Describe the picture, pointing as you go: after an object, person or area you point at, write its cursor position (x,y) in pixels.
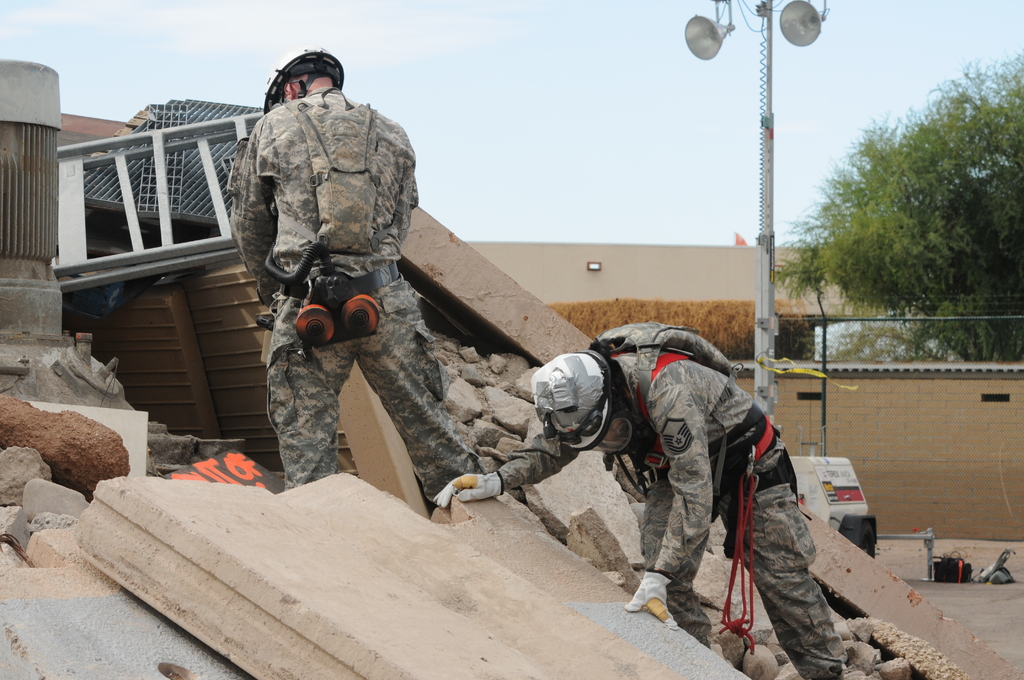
In this image we can see a person (662,448) wearing helmet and gloves (493,477). There is another person (288,113) wearing helmet (268,87) and some other objects (306,287). There are stones (716,596) and slabs (580,584). In the back (760,297) there is a pole (762,258) with lights (785,31). On the right side (933,179) there is a tree (911,266). In the background (525,188) there is sky (601,145). Also we can see a wall (908,445).
